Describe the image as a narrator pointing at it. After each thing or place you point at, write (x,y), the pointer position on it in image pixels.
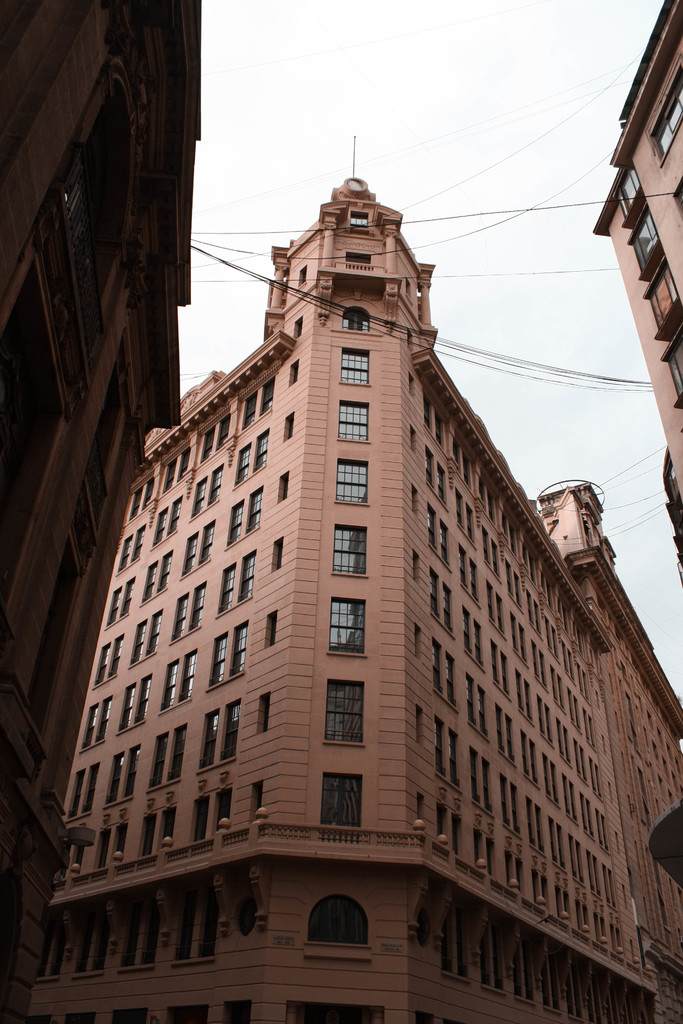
In this picture we can see buildings (280,497) and wires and we can see sky (361,166) in the background (512,423).
